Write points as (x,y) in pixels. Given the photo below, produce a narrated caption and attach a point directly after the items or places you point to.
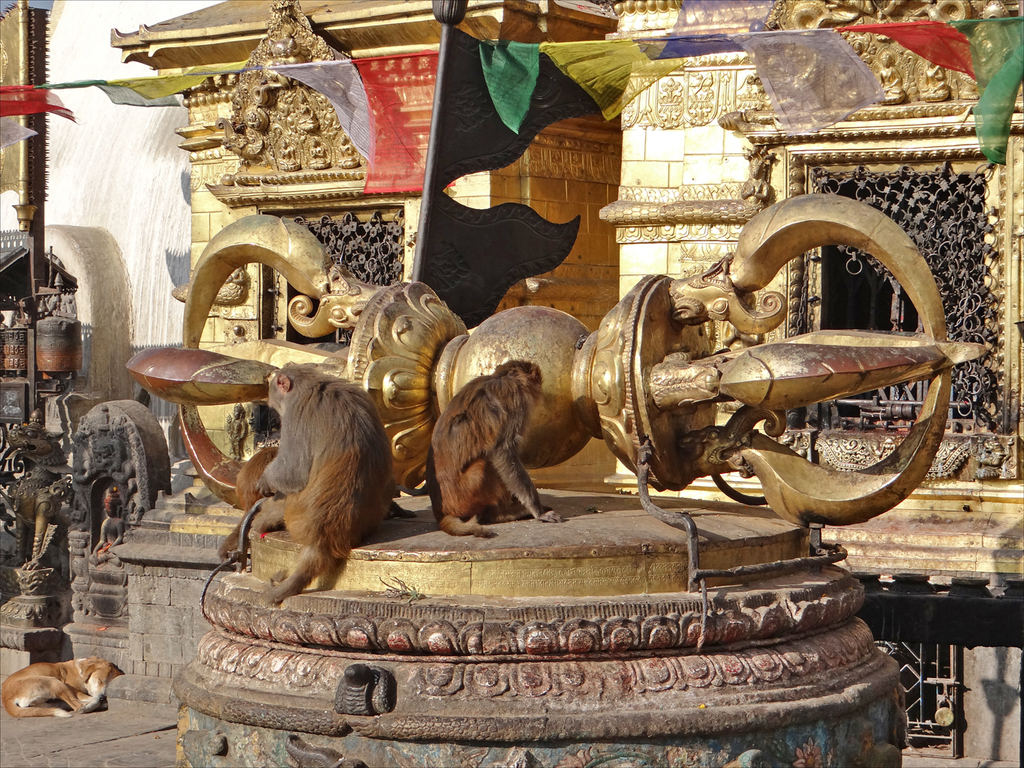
In this image, we can see two monkeys (381,514) on the pillar (512,645), on the left side (103,700), we can see a dog (65,713) sleeping on the floor (57,722).
